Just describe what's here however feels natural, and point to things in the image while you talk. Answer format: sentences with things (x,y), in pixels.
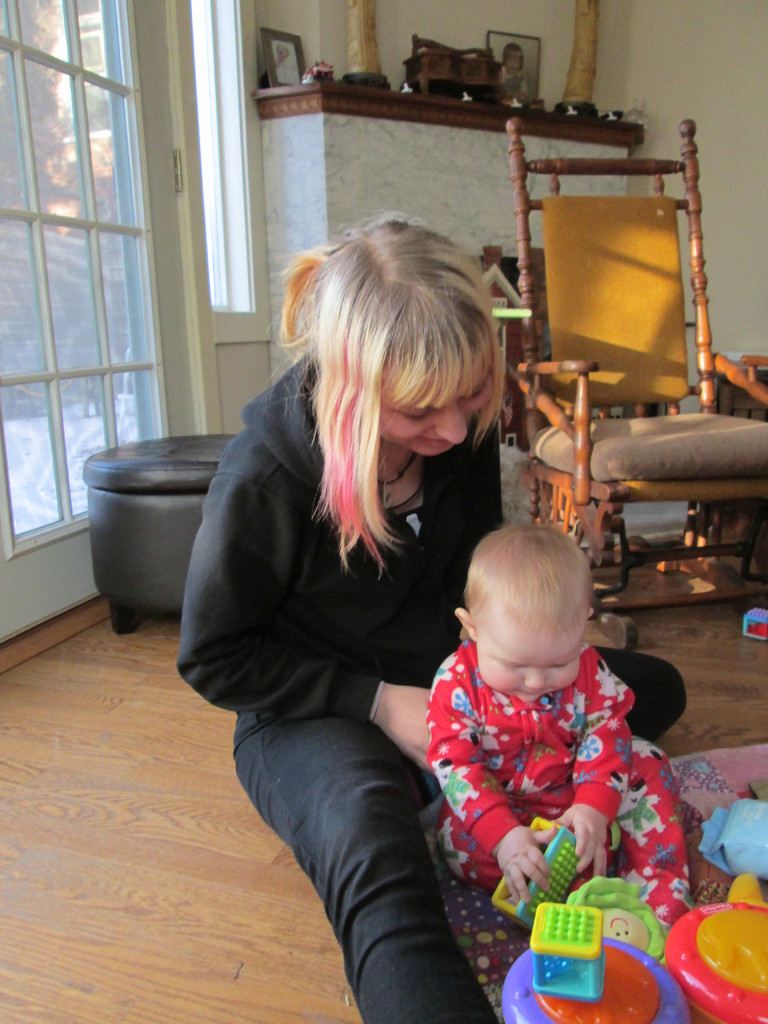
This room (568,36) consists of two persons (515,576), a chair (620,301) and the door (106,253) on the left side (90,405). There are toys (742,1007) in the bottom right corner (633,900). There is a photo frame (527,88) on the top (526,69). In the middle (409,528) there is a woman (387,476) she is holding a kid (591,760) in her hand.
